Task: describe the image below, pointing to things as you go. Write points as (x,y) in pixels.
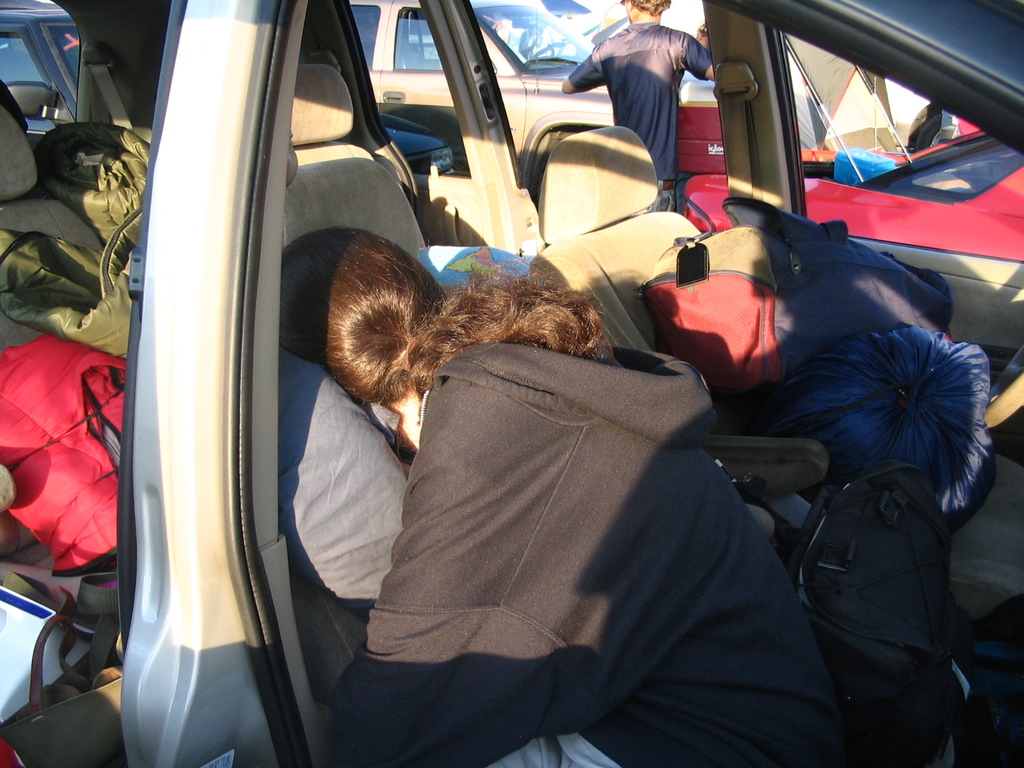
This image is taken in a car (162,486). In the middle of the image (547,455) a person (544,538) is sitting on the seat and sleeping. There are many objects (141,193) in the car (632,236). In the background (535,96) a few cars (572,100) are parked on the road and a man (660,110) is standing on the road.
